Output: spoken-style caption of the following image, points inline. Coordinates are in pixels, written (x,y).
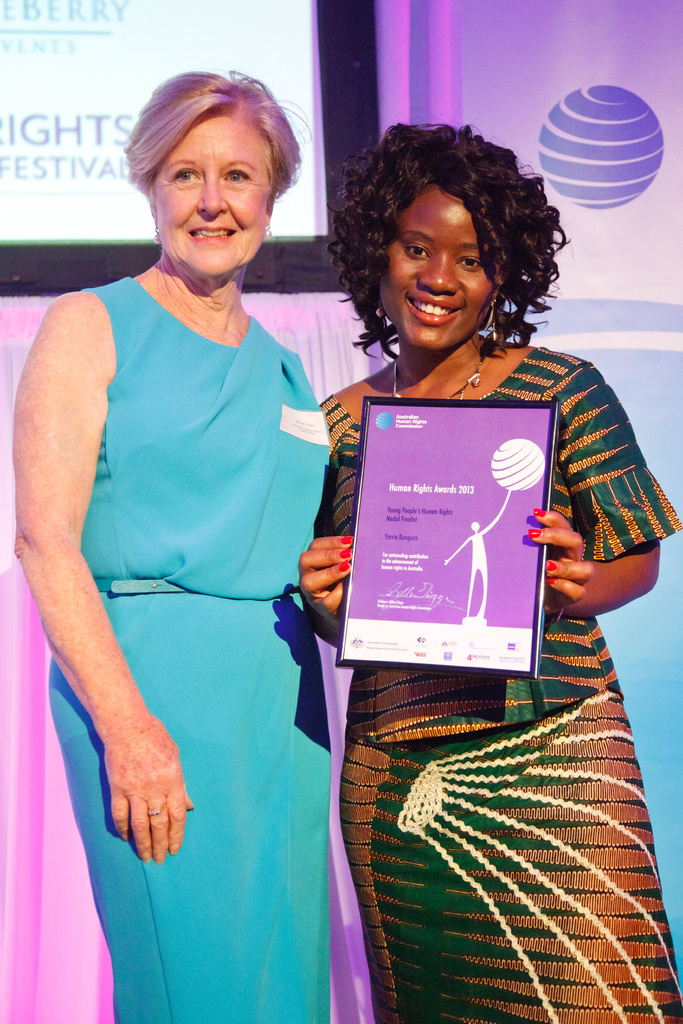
In this image we can see there are people (262,661) standing. Among them one is holding a frame (487,456) with a poster (486,457). In the background (109,35) we can see the screen (280,11).
